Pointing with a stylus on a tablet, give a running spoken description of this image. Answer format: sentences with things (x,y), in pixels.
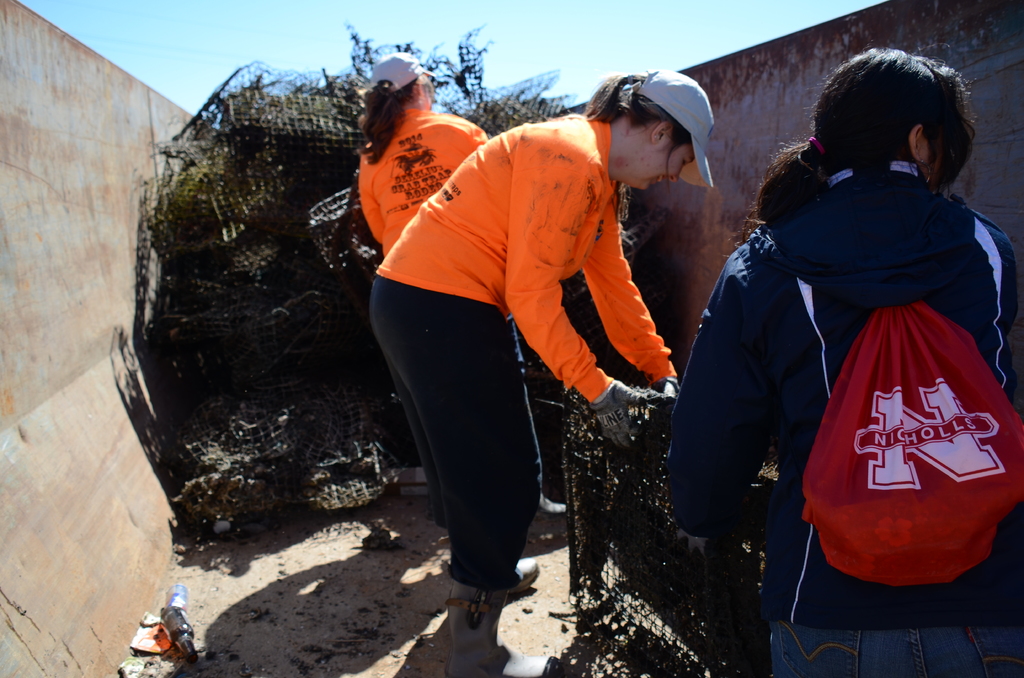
In this picture there are three girls (523,300) two wearing orange color jacket (530,247) and holding the iron net grill (341,207). On both the side there is a wall (114,290). On the top (450,38) there is a sky (433,34).
